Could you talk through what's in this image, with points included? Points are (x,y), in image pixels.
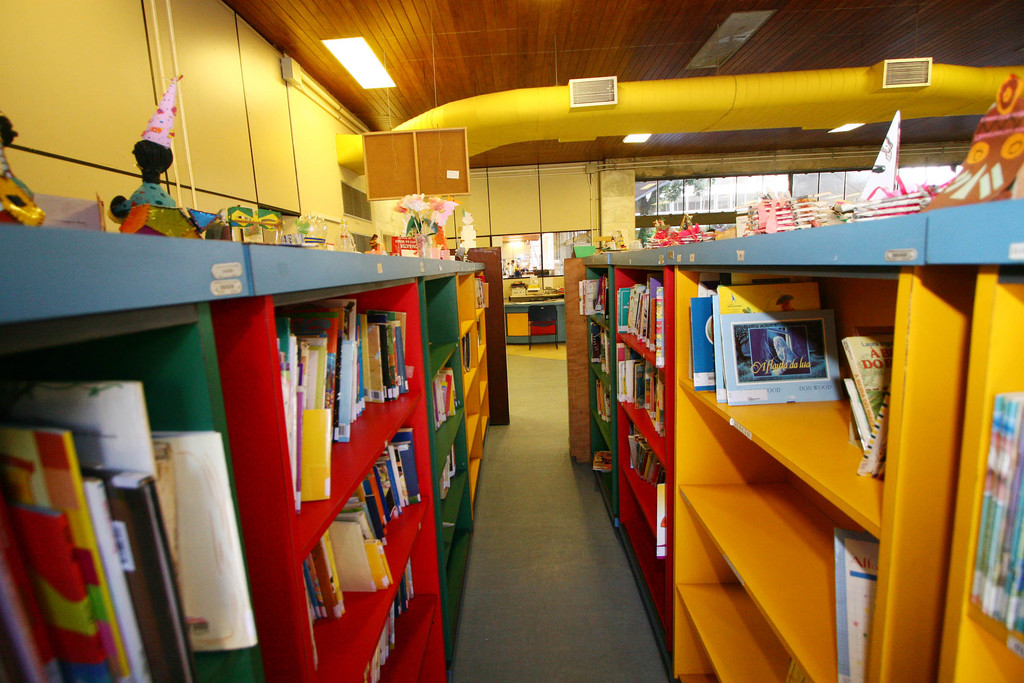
In this image on the right side (744,475) and left side (326,294) there are some book racks (936,312), and in the book racks (825,499) there are some books (660,289) and also there are some papers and some toys (958,199). And in the background (505,207) there is a wall (607,211) and glass window (671,199), chair (550,316), board (435,158), flowers (412,229) and some objects (547,293). At the top (521,54) there is ceiling (521,54) and some lights (338,57).
